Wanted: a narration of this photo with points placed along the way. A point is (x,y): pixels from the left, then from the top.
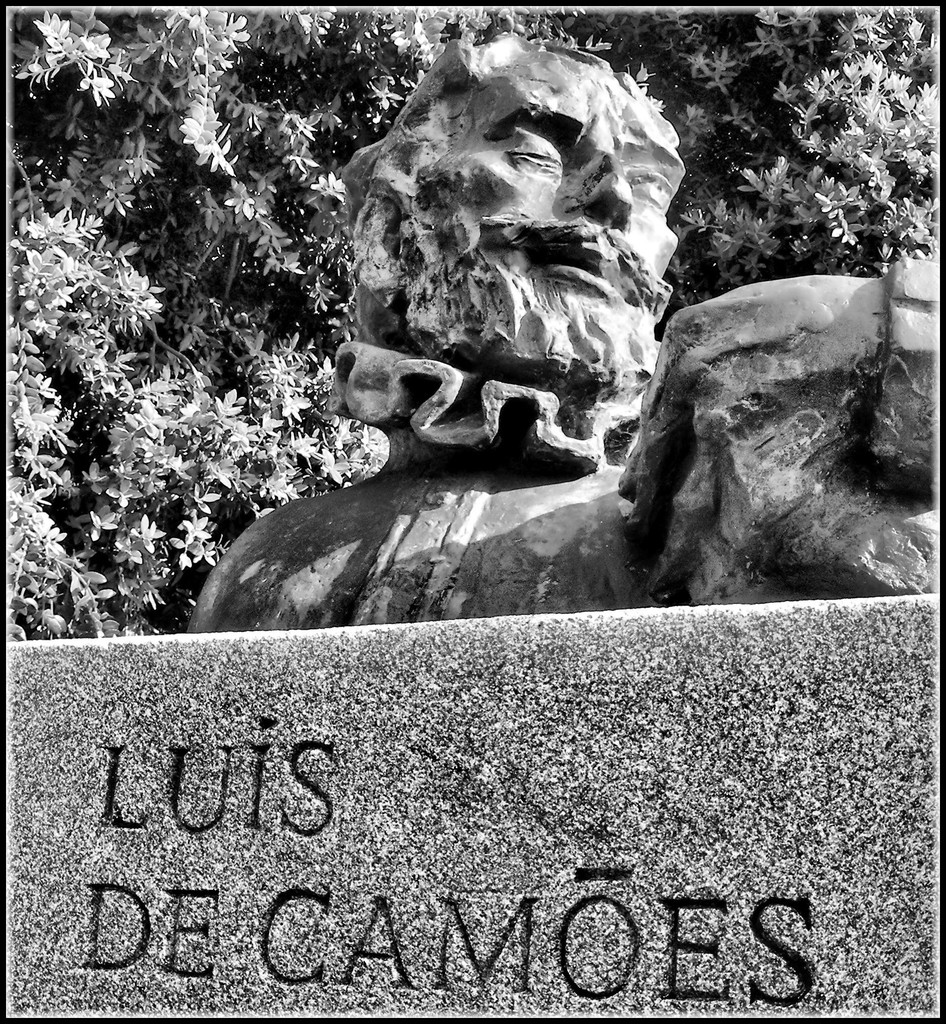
This is a black and white image. We can see a statue (298,620) on an object (417,686) with some text (196,766). We can also see some trees (258,164).
